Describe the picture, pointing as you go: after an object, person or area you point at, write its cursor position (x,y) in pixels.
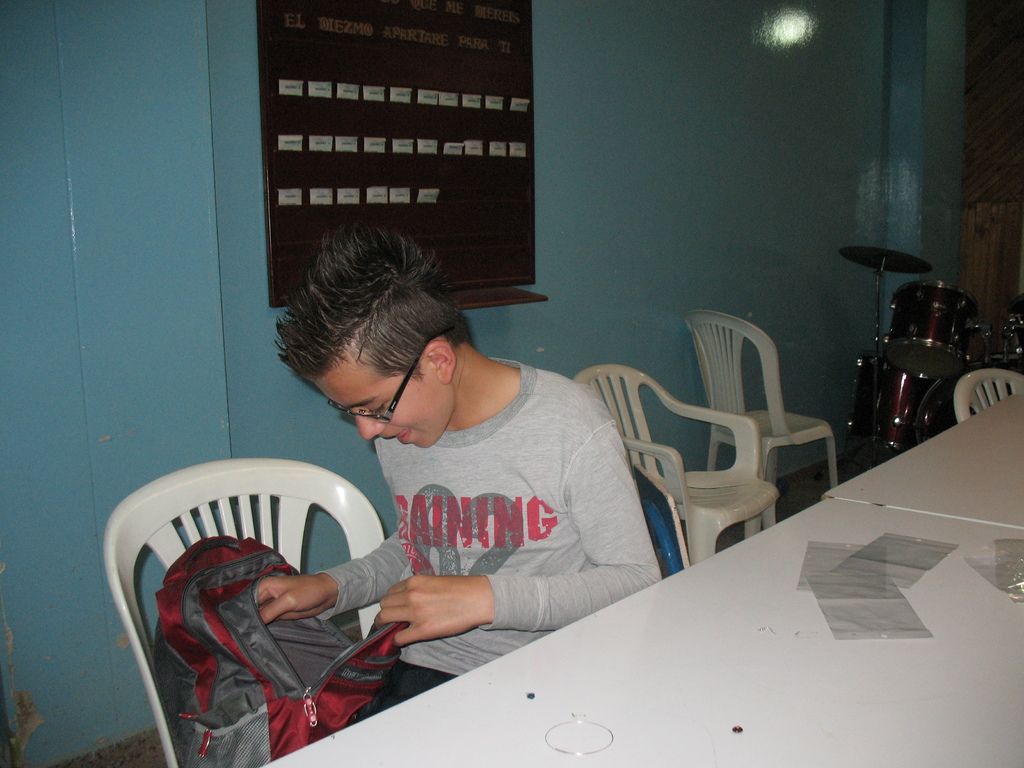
The kid (458,467) is sitting in a chair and looking into a red bag (310,635) and there is a table (687,664) in front of him and there are drums (886,371) in the background (916,340).
